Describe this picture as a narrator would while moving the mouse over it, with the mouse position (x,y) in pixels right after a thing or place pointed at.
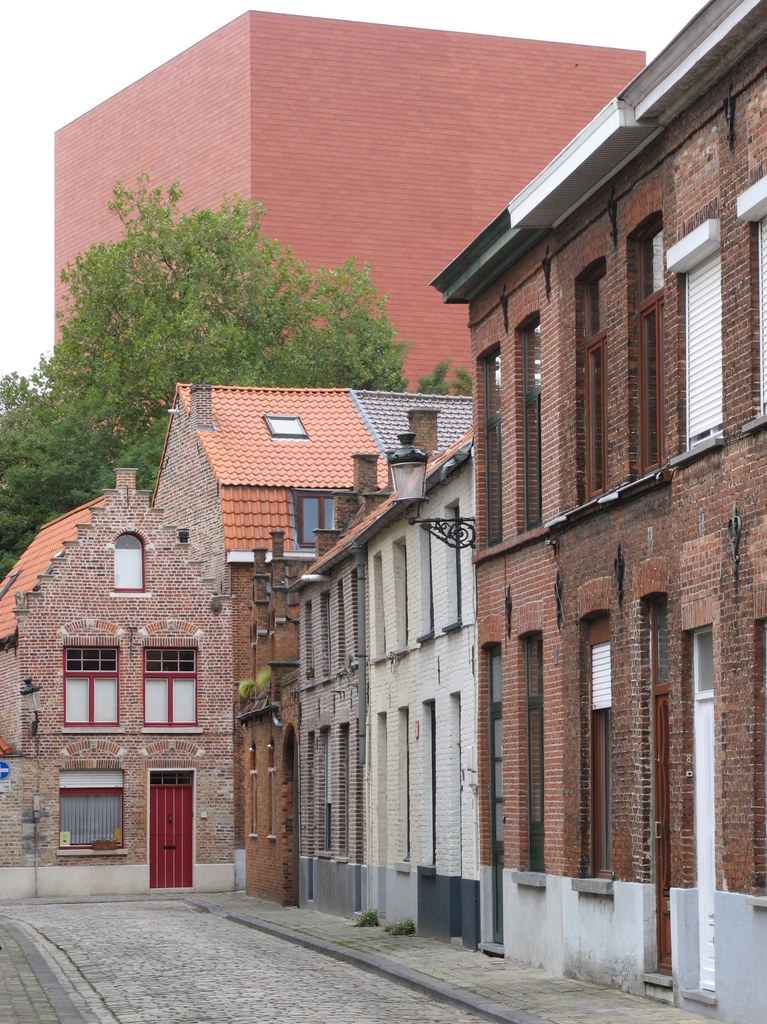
In this picture there are buildings (414,673). There are trees (342,281) behind the building (50,852). There are lights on the wall (501,608). At the top of the building (301,469) there are roof tiles (375,407). At the top (48,210) there is sky (50,43). At the bottom (289,942) there is a road (217,980) and there are plants (366,915).
